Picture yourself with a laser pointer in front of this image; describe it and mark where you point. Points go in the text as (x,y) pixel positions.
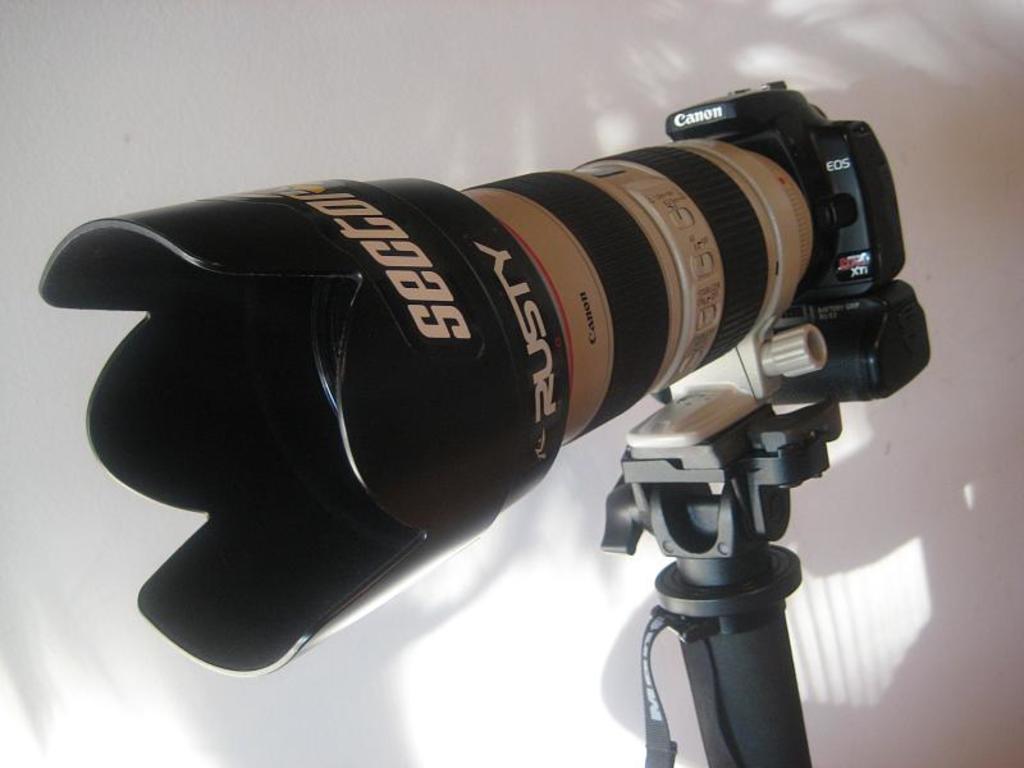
In this picture we can see a camera (604,420) with stand (650,710) and in the background (612,702) we can see a wall (676,670).
